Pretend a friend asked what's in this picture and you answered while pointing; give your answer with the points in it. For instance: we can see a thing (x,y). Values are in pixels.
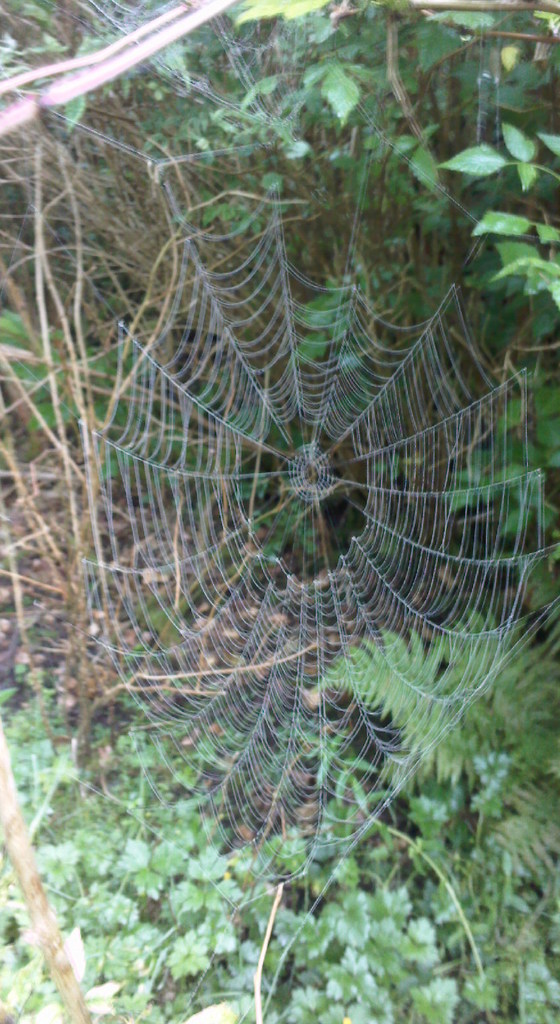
In this image we can see the spider web (139,154), some trees (130,176) and plants (198,932) in the background (45,739).
